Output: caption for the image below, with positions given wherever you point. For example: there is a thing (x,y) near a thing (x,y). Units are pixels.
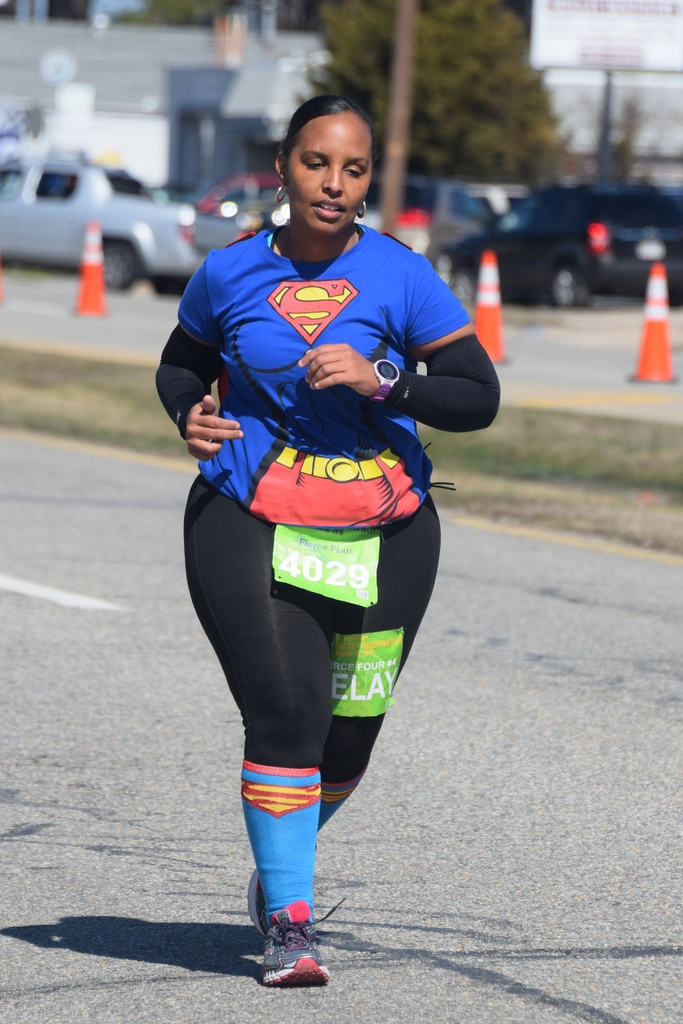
As we can see in the image there is a woman (254,646) wearing blue color dress (288,271) and running in the front (305,752). In the background (486,322) there are traffic cones (485,287), vehicles (157,271), trees (509,146), and building (254,88).
